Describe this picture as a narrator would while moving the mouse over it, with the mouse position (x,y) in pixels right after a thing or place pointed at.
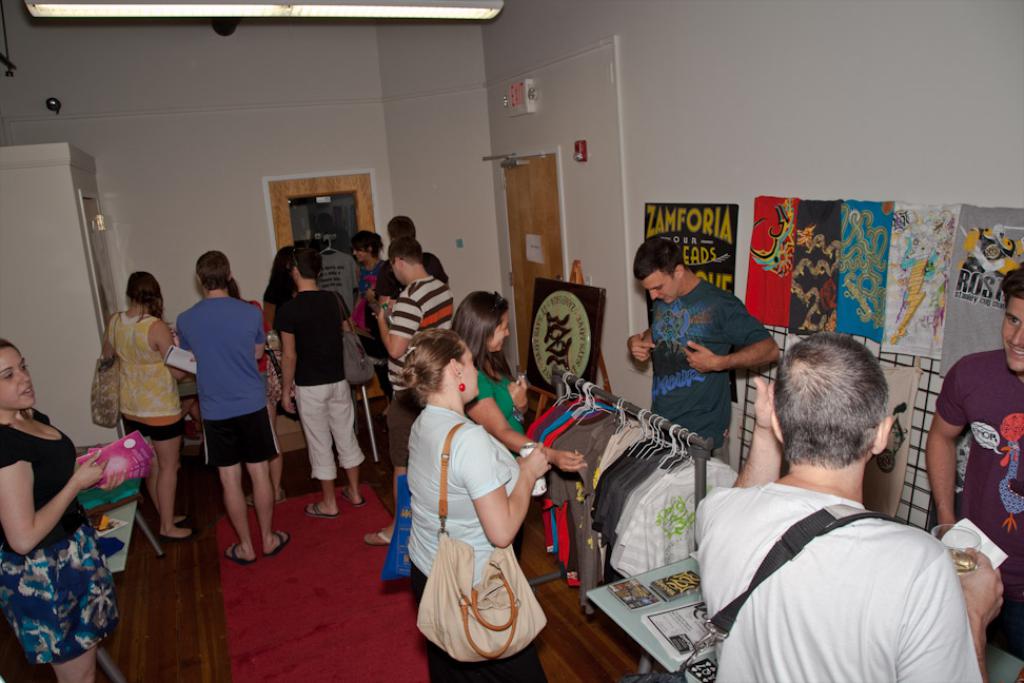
In the center of the image (508,396) there are many people (775,591). To the right side of the image (897,391) there are stalls (677,428). In the background of the image (419,78) there is a wall (344,166). There are doors (335,206). At the bottom of the image (316,588) there is a red color carpet (248,627) and wooden flooring (170,625).
